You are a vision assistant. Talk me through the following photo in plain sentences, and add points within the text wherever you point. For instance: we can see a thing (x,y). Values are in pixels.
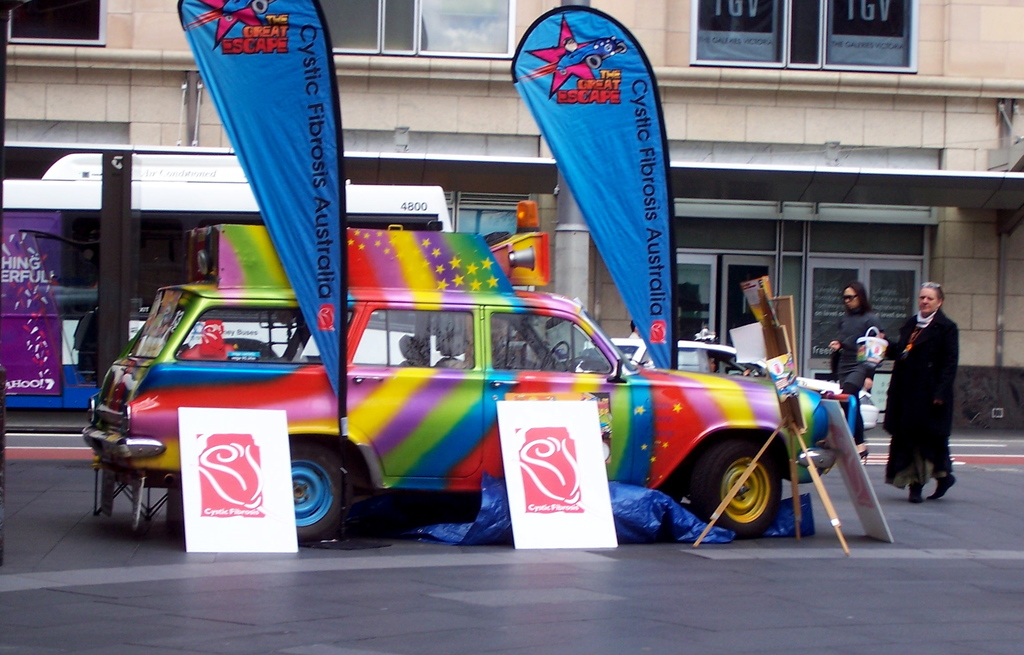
In this picture we can see vehicles (348,450), banners (224,76), boards (273,443) and stand (780,432) on the floor (816,519). There are people (911,420) walking. In the background of the image (764,181) we can see building (769,221) and windows (769,234).
